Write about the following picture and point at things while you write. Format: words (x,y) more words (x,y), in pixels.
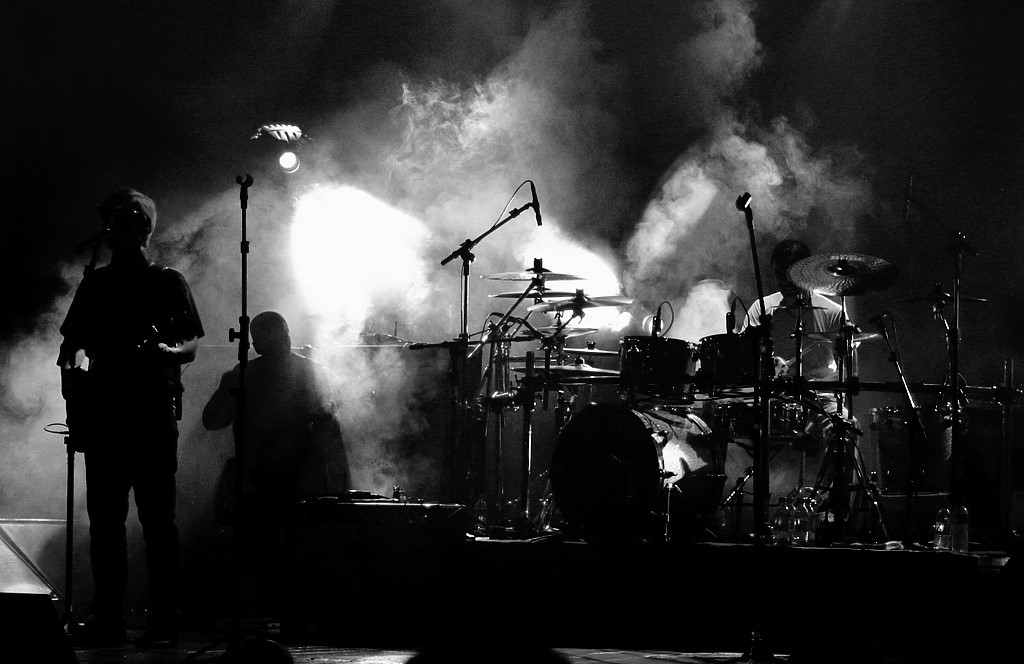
In this picture we can see some persons (94,276) playing musical instruments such as drums (659,410), guitar (107,411) and in front of them we can see mics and in the background (190,498) it is dark.
